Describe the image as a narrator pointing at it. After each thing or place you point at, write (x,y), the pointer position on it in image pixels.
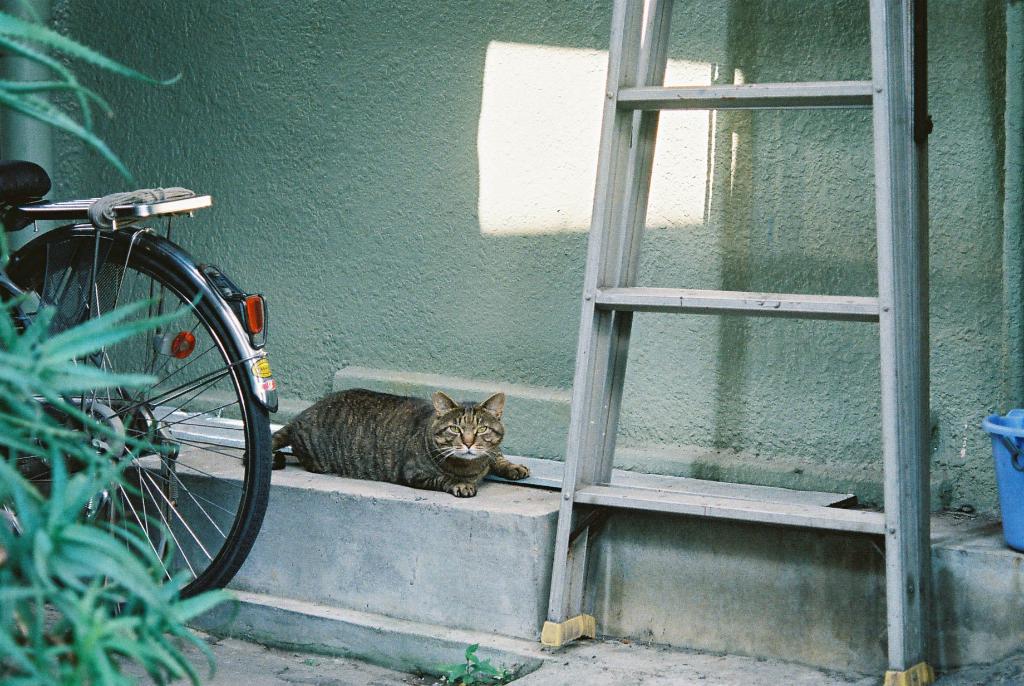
In the image there is a cat (327,412) lying on the cement bench (379,495), behind the cat (332,463) there is a wall (535,227) and in front of the wall (743,220) there is a ladder (593,547), cycle (251,434) and plants (106,532).
